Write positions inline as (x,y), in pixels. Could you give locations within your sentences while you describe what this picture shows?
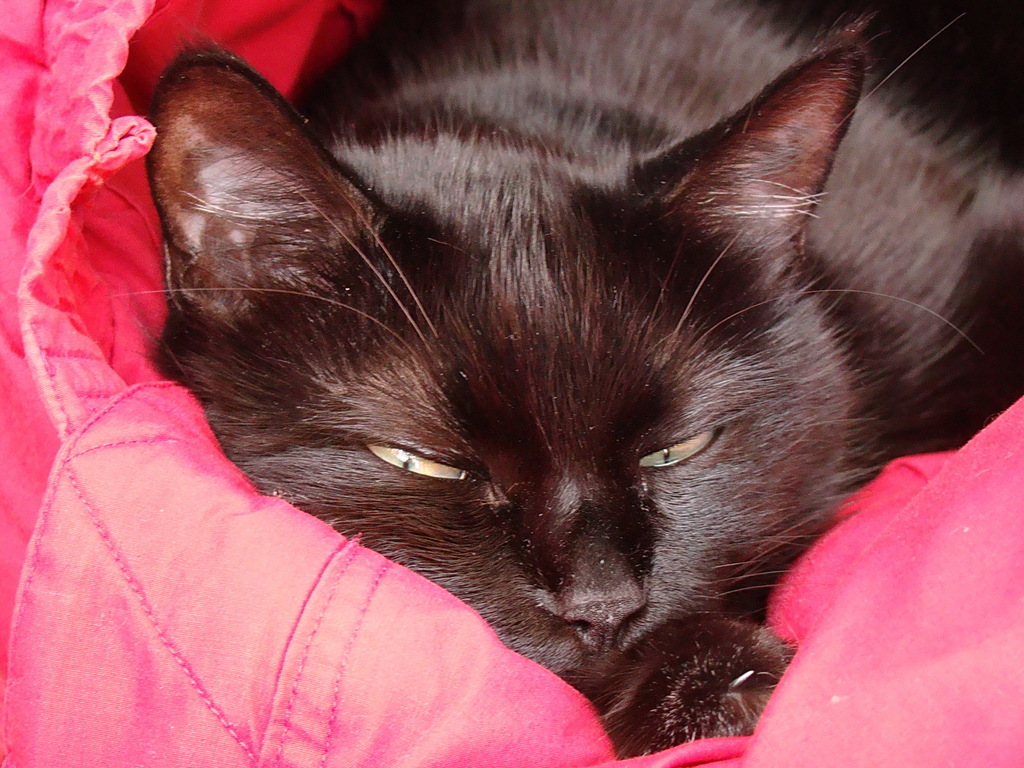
In the picture we can see a cat (1013,325) which is black in color lying on the pink color blanket (381,652).
